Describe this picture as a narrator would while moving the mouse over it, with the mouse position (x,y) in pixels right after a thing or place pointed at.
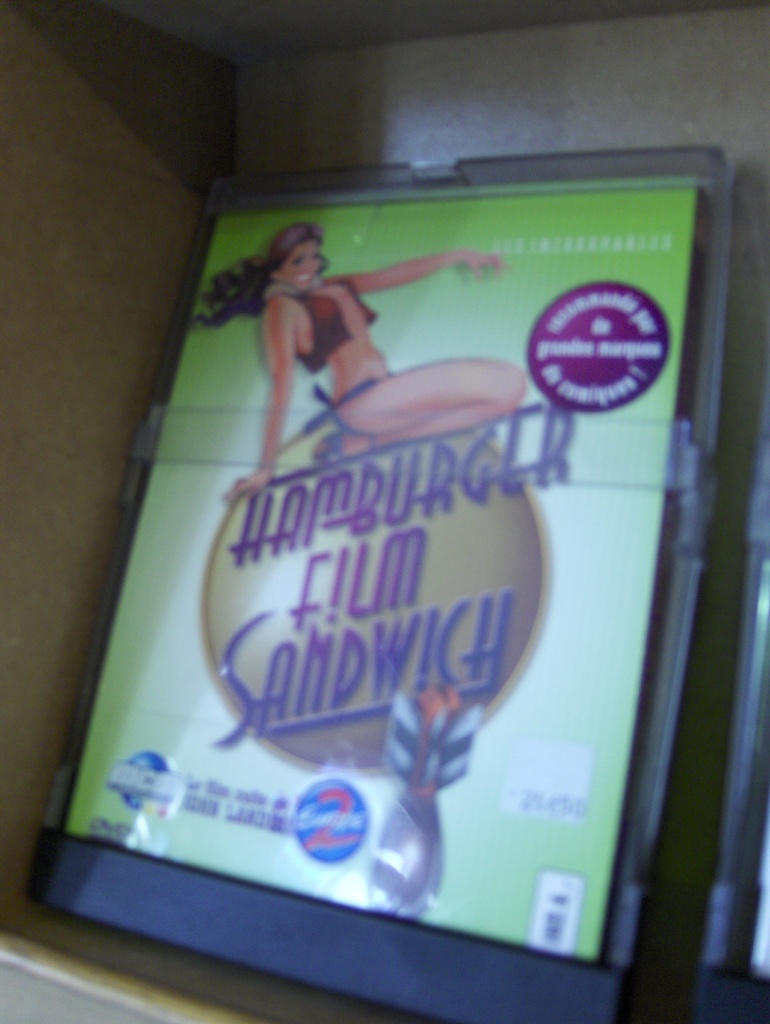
In the given image i can see a DVD case (418,489) on which i can see a animated person (414,395) and some text (443,489) written on it.
